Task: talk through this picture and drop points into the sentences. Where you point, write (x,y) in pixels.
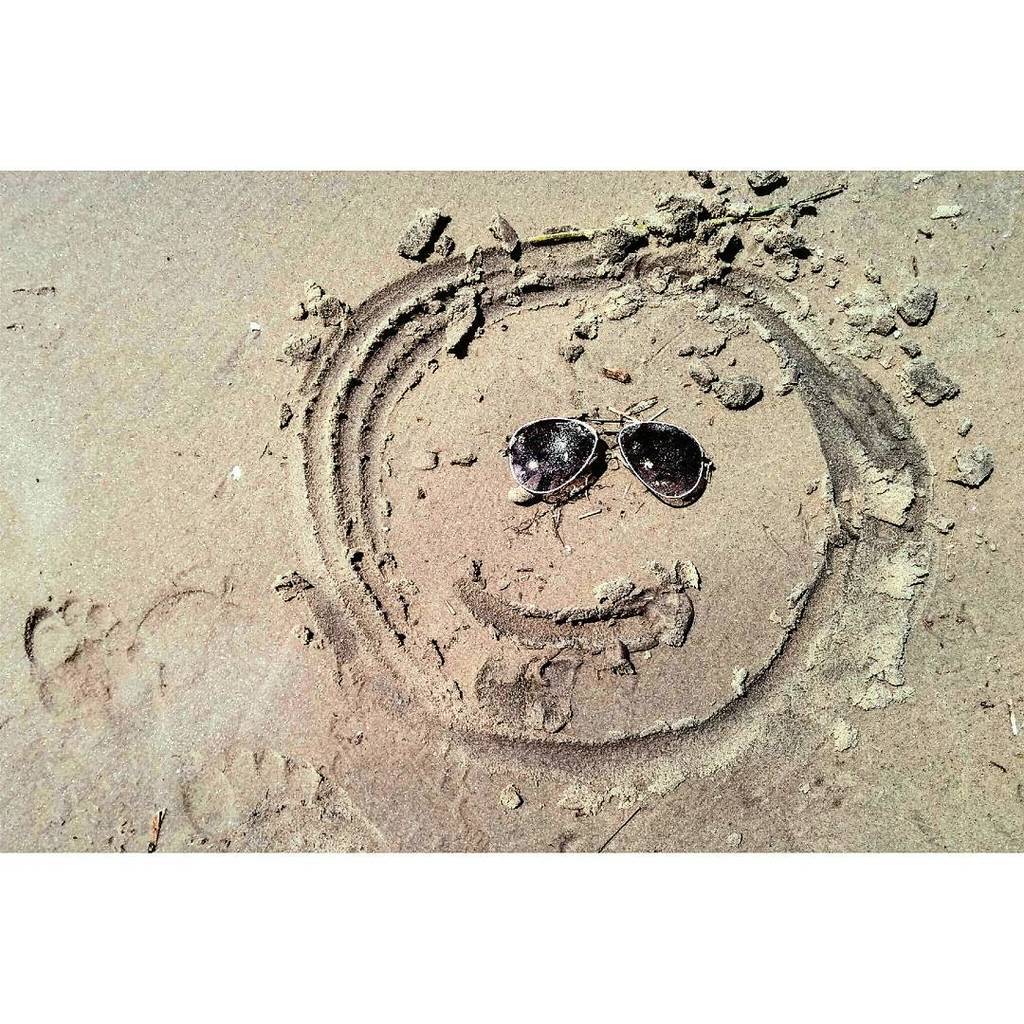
In this image, this looks like a sand art (468,562). I can see goggles (557,476), which are placed on the sand (11,589).
